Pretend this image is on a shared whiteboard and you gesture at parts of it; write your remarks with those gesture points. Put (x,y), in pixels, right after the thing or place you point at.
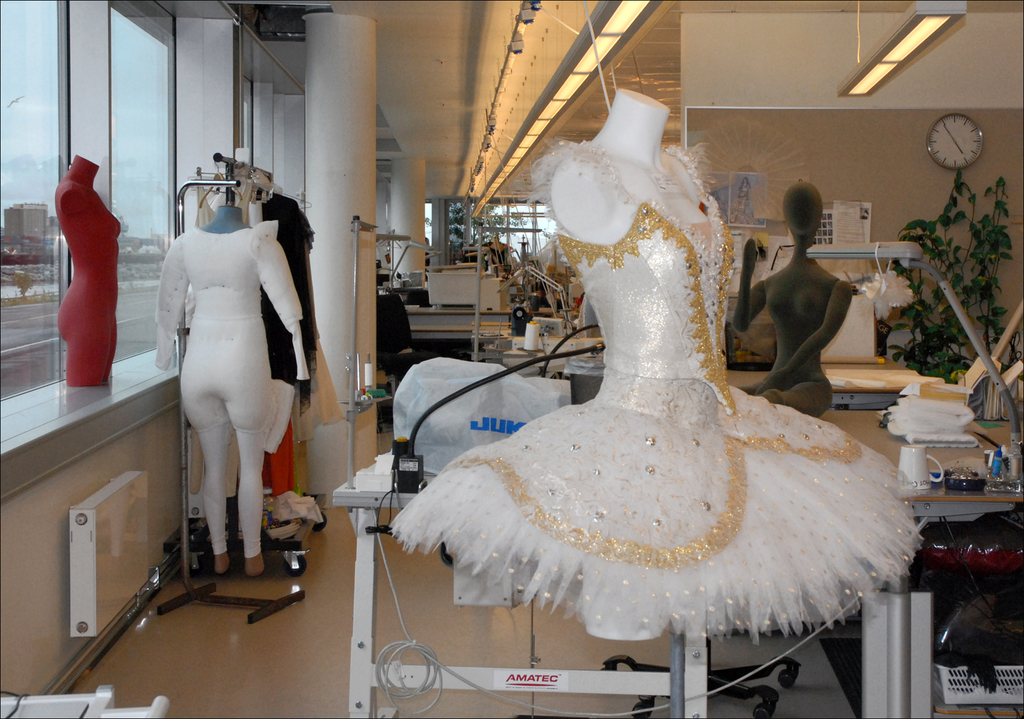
In the image we can see there are women mannequin (441,513). Here we can see cable wires (414,682), table (877,450), cup (921,451) and other things (935,440) on the table (939,454). Here we can see the floor (257,684), plant (989,296) and the clock (951,134). We can even see lights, posters (733,180), wall (780,105) and the glass window (57,293). Out of the window (35,340) we can see the sky (36,123) and other building (25,223).
